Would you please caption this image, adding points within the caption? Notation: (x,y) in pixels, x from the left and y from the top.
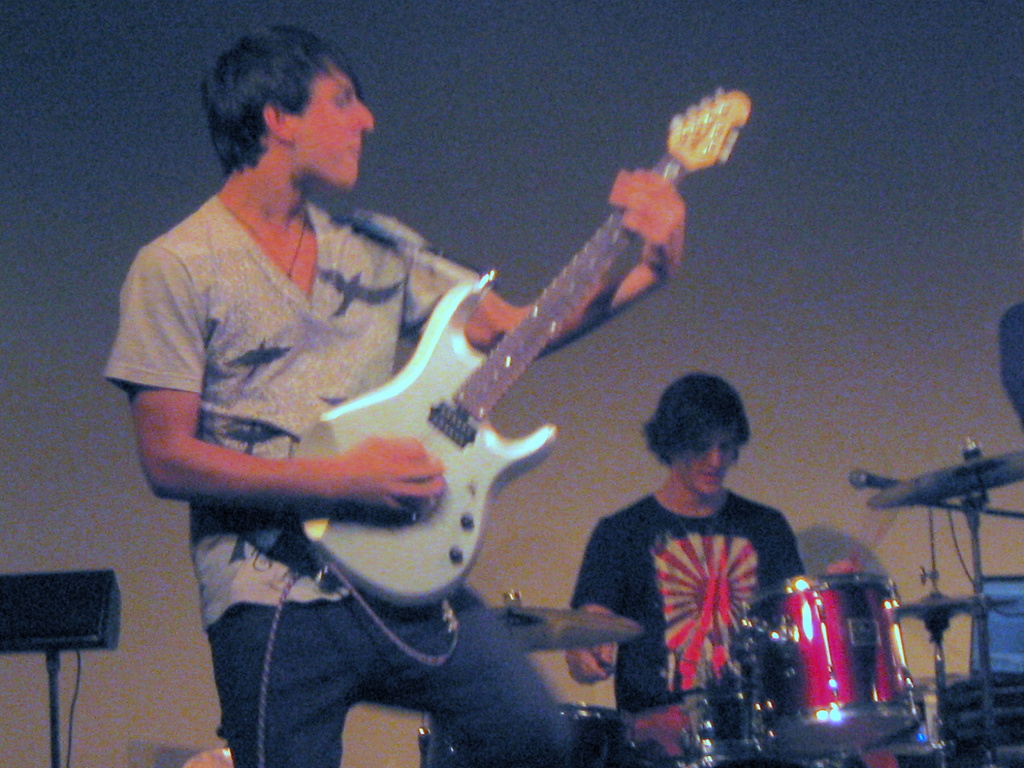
There is a man (475,311) standing and playing guitar (378,427). In the background (656,634) there is a man (675,586) sitting and playing musical instrument (773,655) and wall (36,695).
